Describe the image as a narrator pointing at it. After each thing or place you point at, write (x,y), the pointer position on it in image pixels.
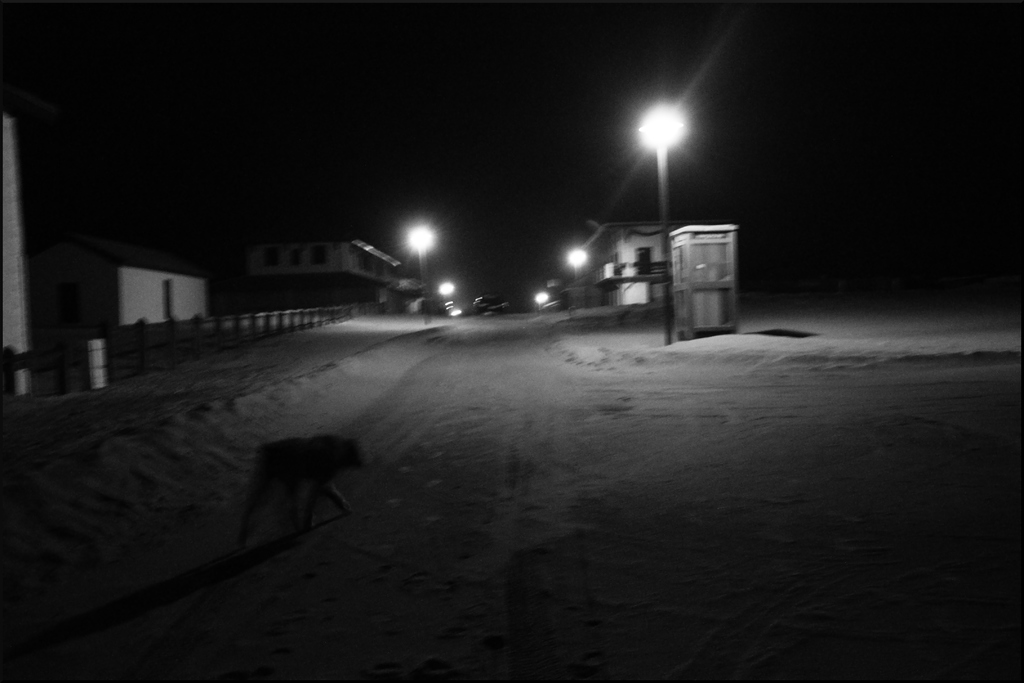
Here we can see an animal (312,493). There are houses (249,275), poles (667,323), lights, and a fence (208,317). There is a dark background (907,52).
